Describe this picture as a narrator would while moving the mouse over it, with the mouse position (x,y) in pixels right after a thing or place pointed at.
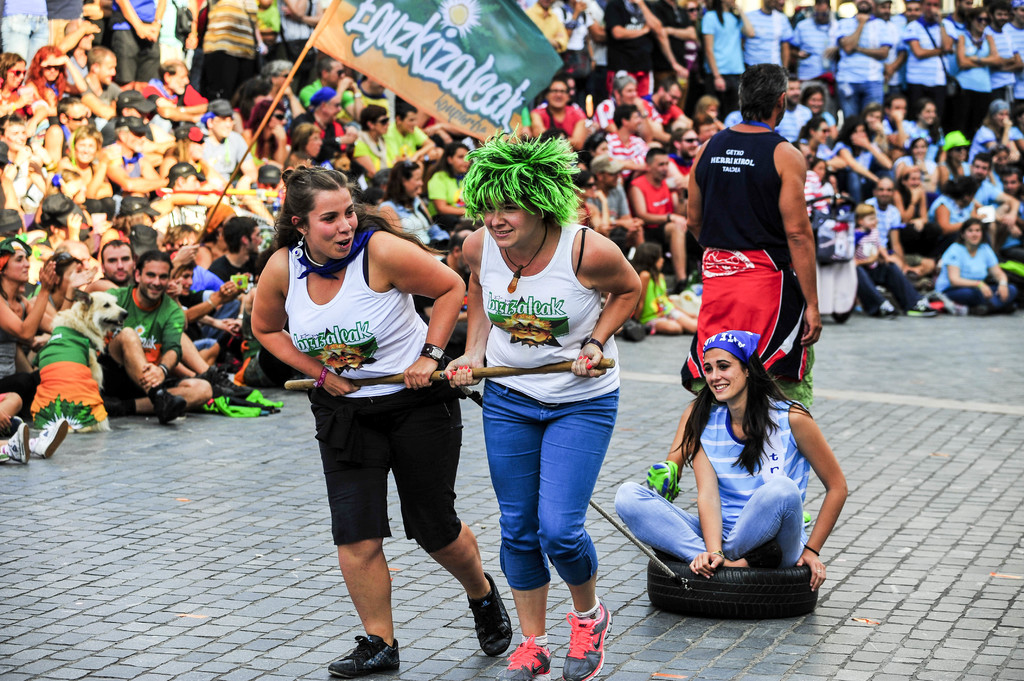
There are people (146,8) in the background (692,391). There are people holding an object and lady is sitting on a tire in the foreground (578,545).
